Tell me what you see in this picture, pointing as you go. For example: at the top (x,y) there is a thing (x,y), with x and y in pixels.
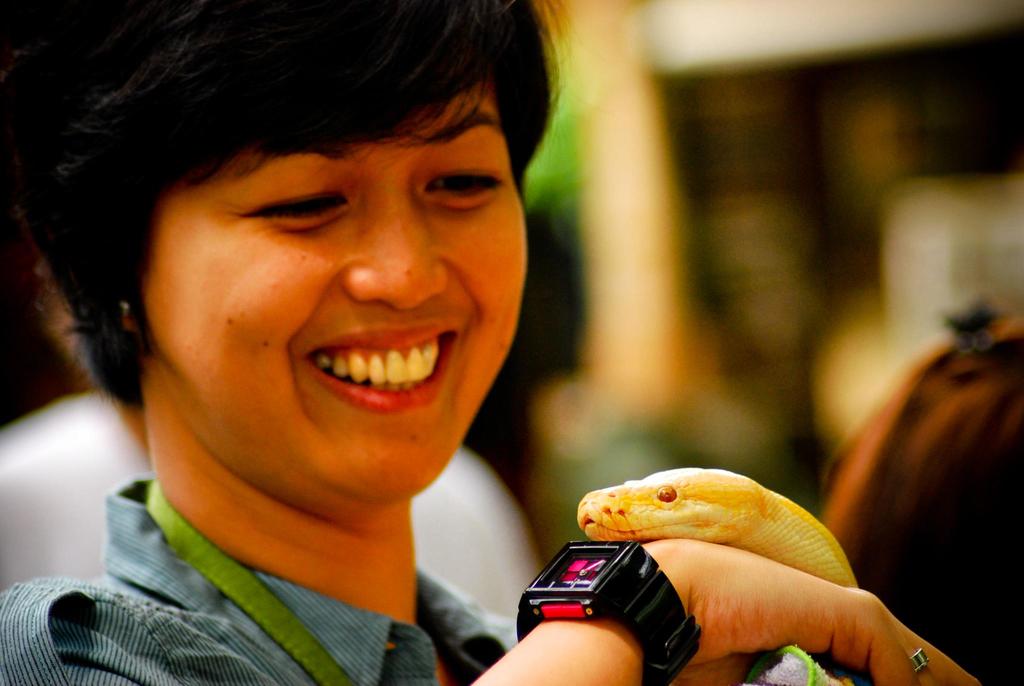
In this image i can see a woman (414,368) smiling at the background (944,419) i can see the other person (923,422).
